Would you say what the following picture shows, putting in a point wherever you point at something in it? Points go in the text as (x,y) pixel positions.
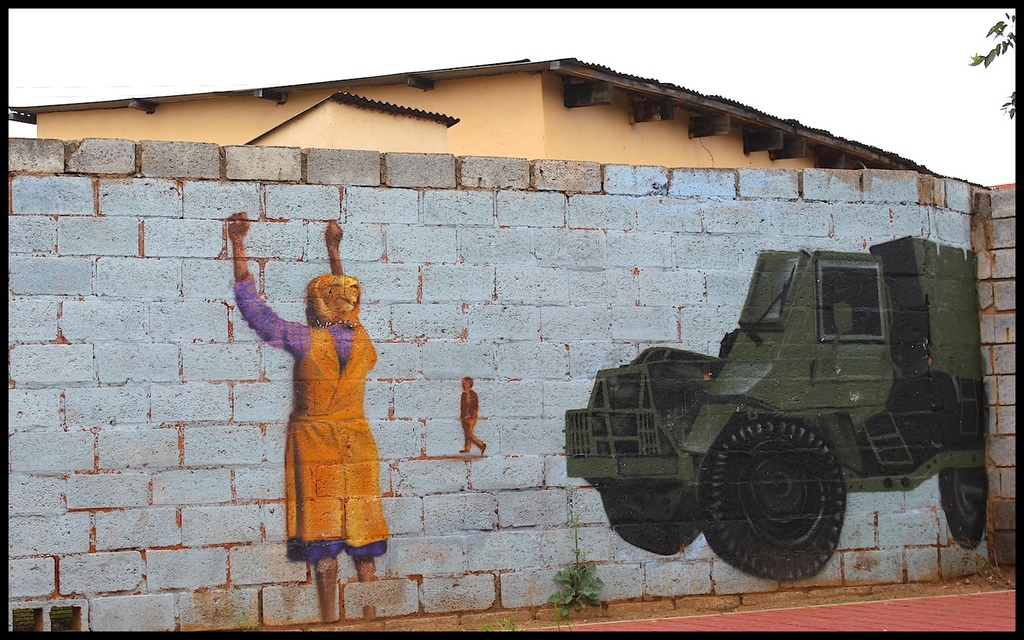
In the image we can see there is a wall (319,199) on which there is painting (326,422) of people (373,513) standing and there is a vehicle (741,451). The wall (485,336) is made up of stone bricks (446,276) and behind there are buildings (570,127). The sky (532,52) is clear.
